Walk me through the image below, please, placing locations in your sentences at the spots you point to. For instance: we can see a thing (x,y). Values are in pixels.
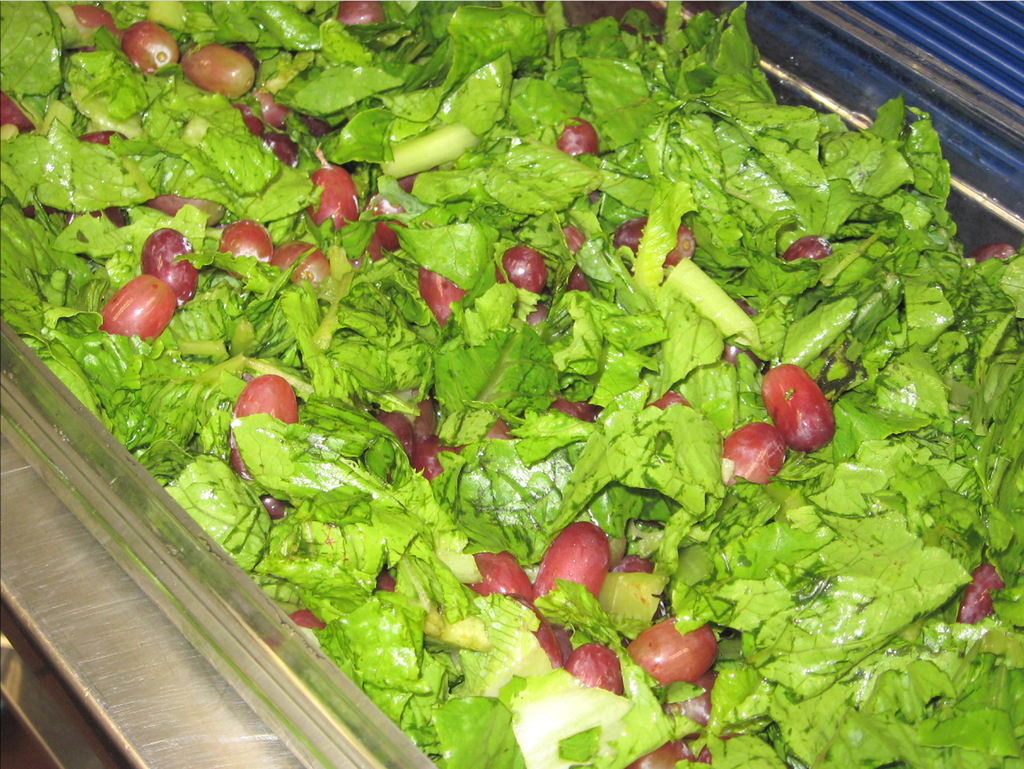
In the center of the image (621,284) there are vegetables (502,472).
